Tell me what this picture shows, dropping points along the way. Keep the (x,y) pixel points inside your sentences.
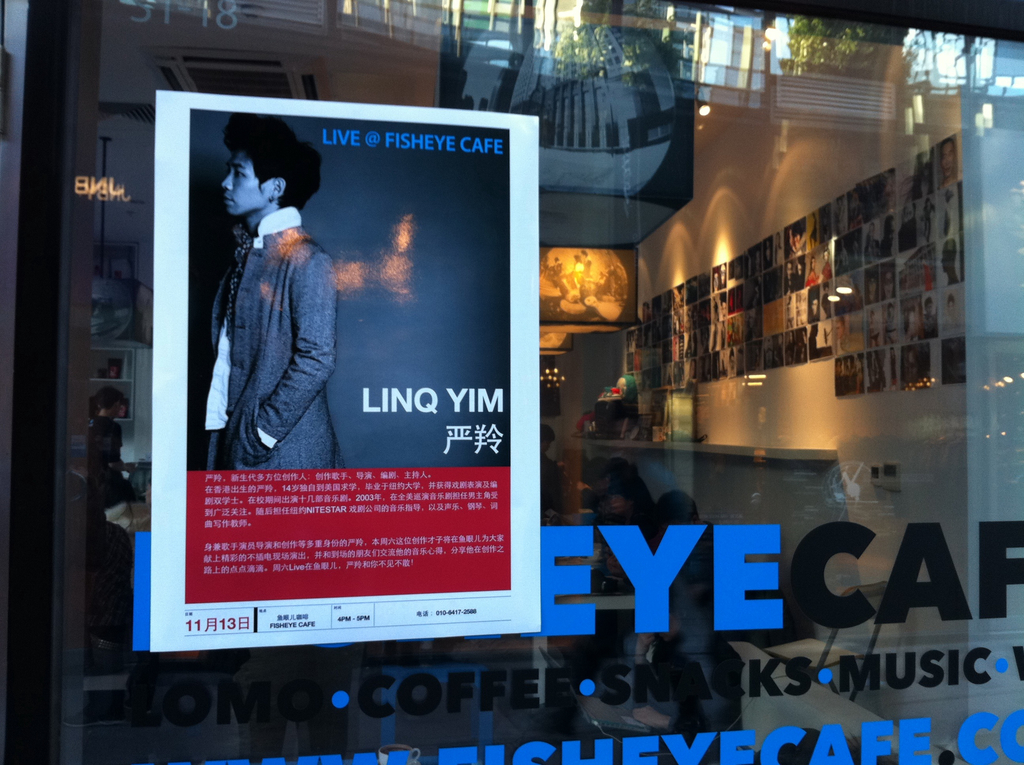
In this image we can see a store (685,250). On the right side of the image (795,267) we can see photos (748,342), bench (714,456) and some objects (681,404), screen (634,295) are there. On the left side of the image (200,289) we can see a poster (280,371), boy (107,418), wall (391,66) are there. At the bottom of the image (717,667) we can see some text (821,547) is there.
